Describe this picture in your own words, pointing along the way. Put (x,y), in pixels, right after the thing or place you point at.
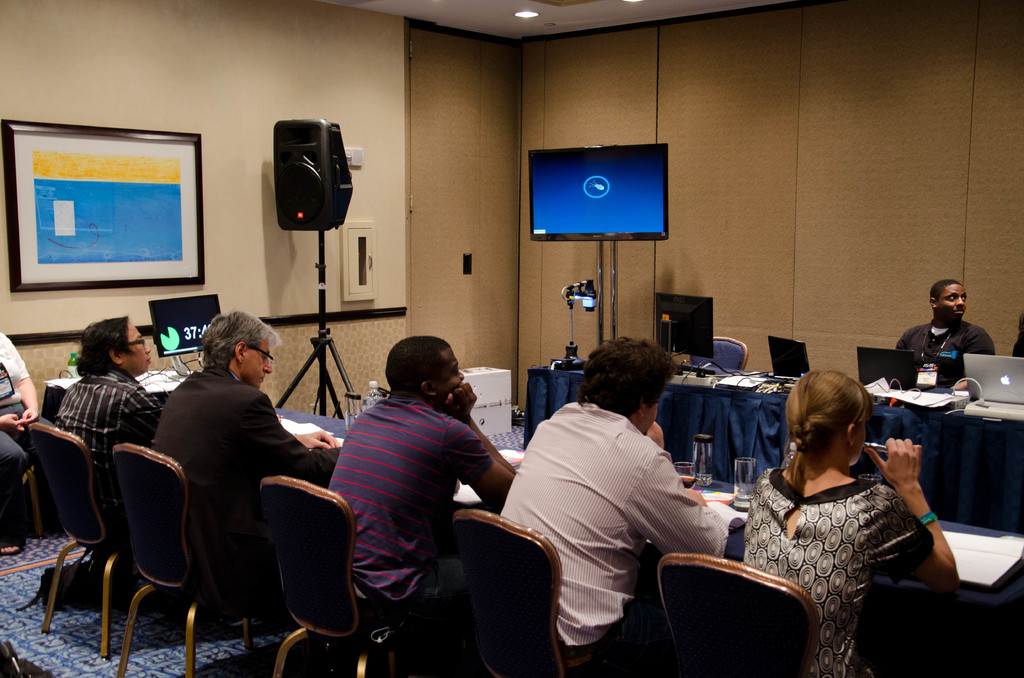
This looking like a meeting hall (65,374). There are people (575,588) sitting on chairs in front of them there is table (771,414). On the table (781,399) there are laptops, papers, glass (688,473). On the left (110,194) there is a frame (114,153). In the middle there is a speaker (312,224) on a stand (327,370). in the background (576,199) there is a screen (595,184) in front of the wall (672,77).
